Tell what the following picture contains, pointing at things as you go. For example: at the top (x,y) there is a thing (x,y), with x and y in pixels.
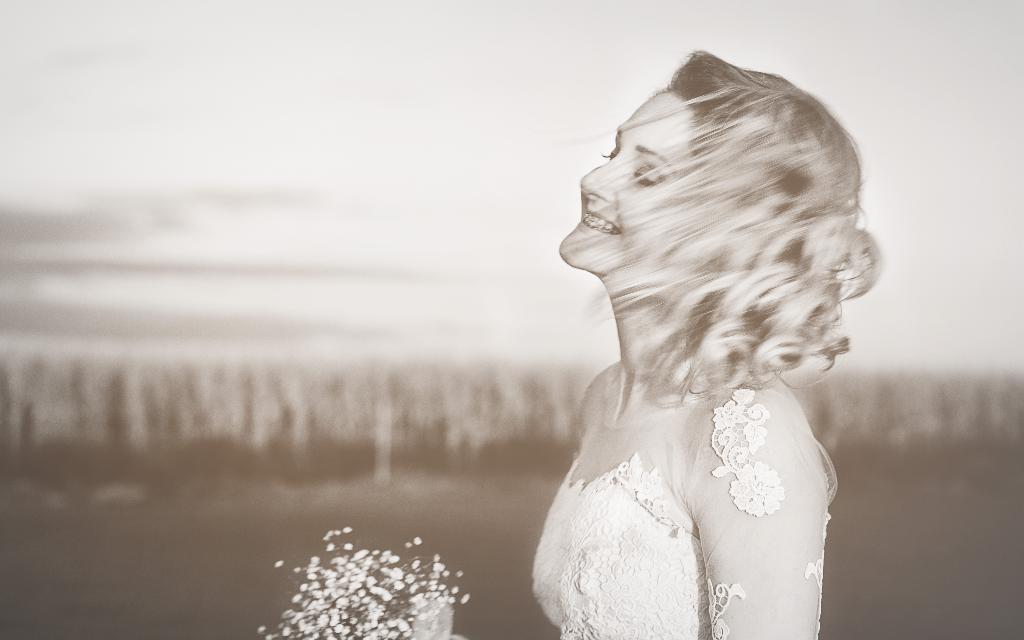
This is a black and white image. On the right side of the image (755,199) a lady (704,225) is smiling and holding a bouquet (361,591). In the background (394,229) the image is blur.
